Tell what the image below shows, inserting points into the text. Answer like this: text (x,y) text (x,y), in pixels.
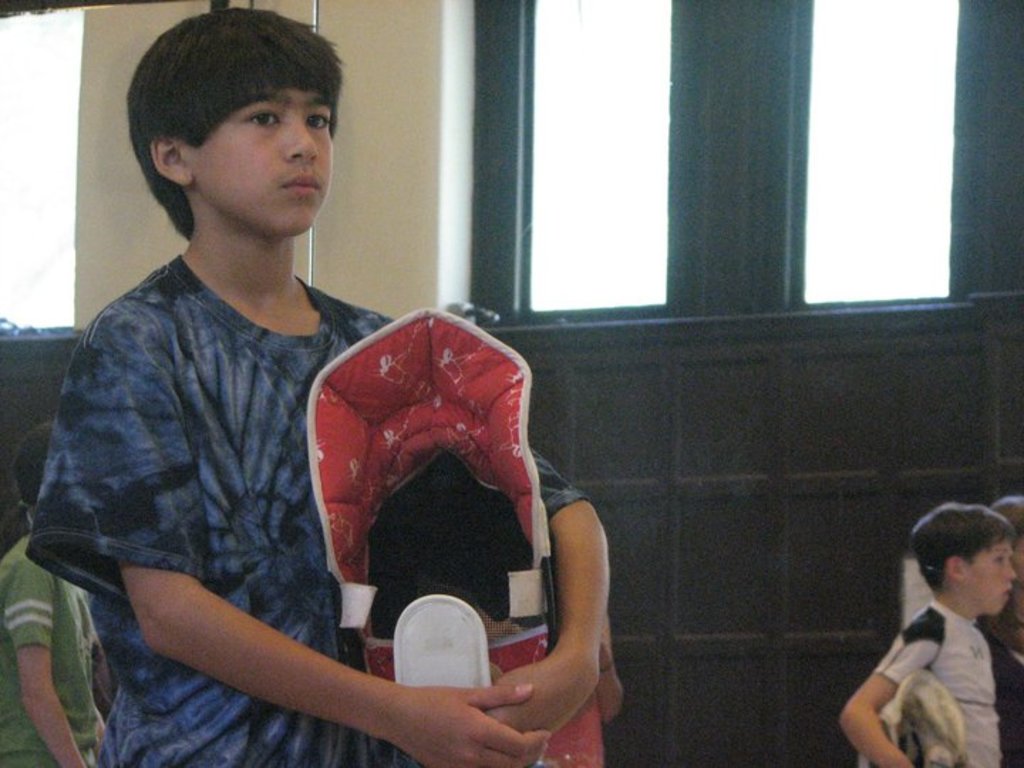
In the picture we can see a boy (342,679) standing and holding something in the hand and he is wearing a blue T-shirt (223,699) and behind him we can see a wall (732,581) with a window (55,267) and some other boys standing near it holding something in the hand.
